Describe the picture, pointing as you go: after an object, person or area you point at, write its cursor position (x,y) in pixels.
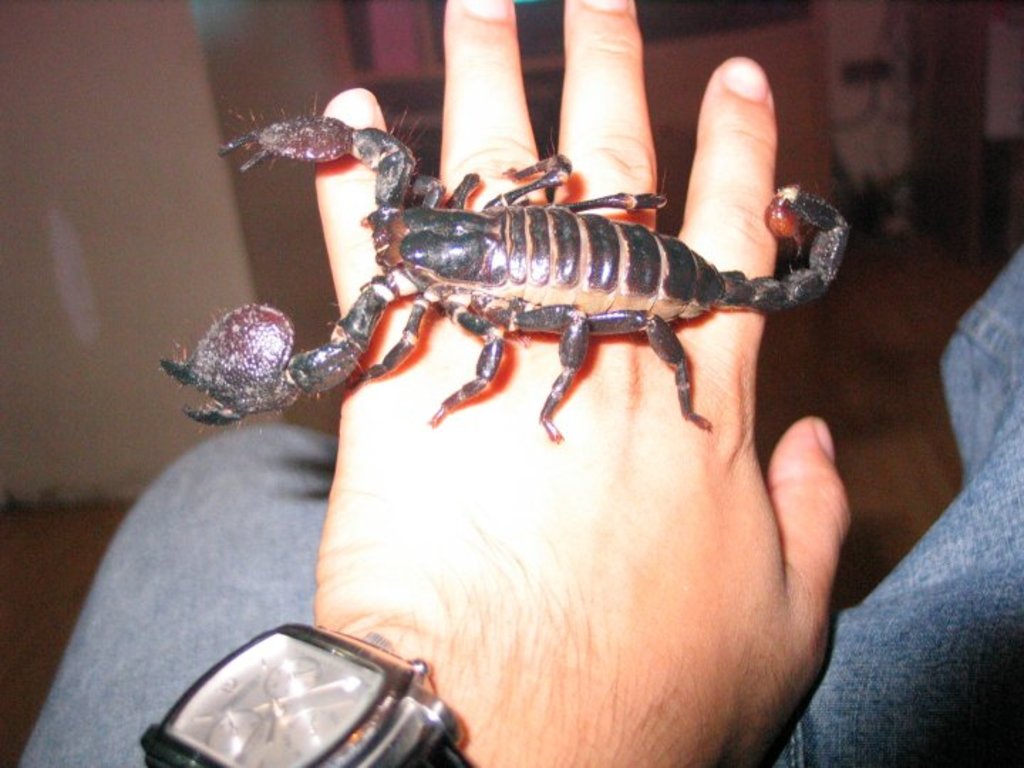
In this picture I can see a black color scorpion (501,300) on the human hand (592,372) and he wore a wrist watch (234,679).
